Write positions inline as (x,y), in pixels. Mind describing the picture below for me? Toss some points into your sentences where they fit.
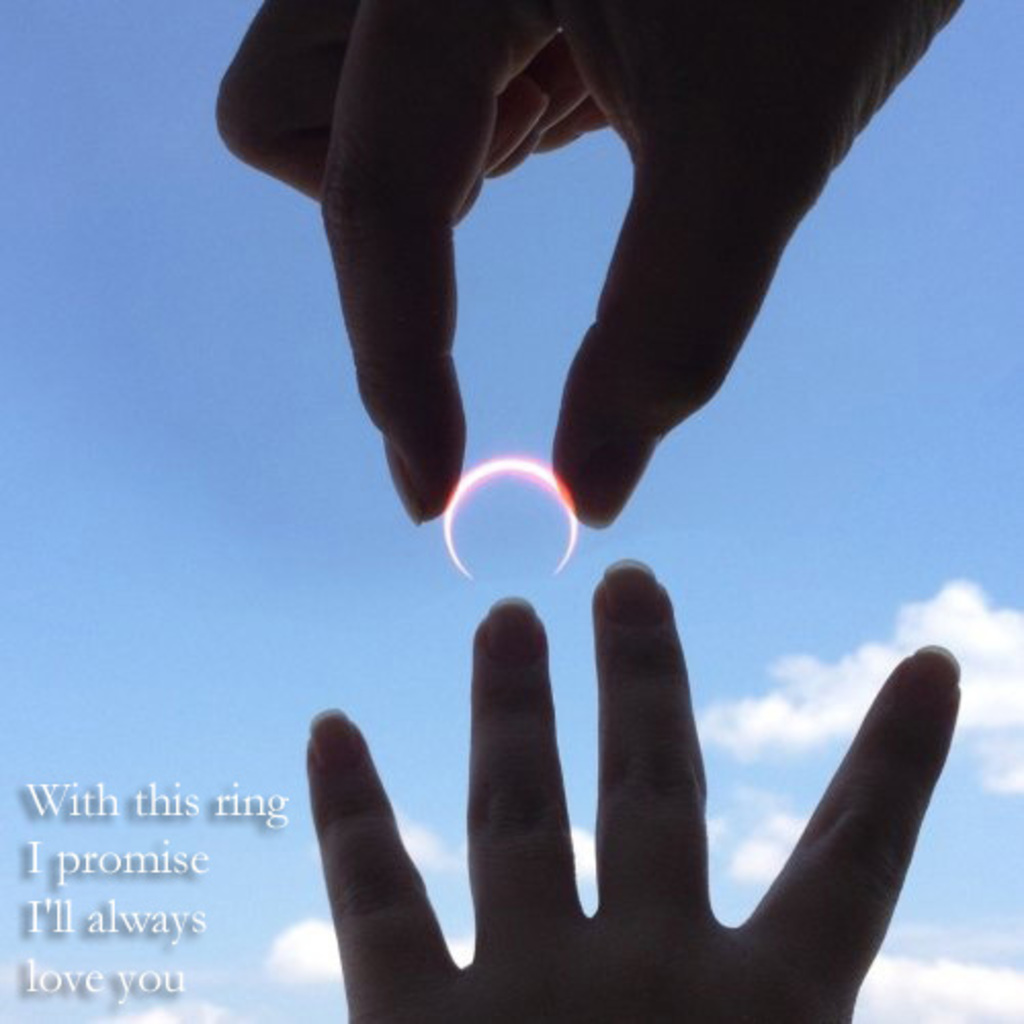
In this picture we can see a ring (502,465) in a person's hand (651,386). There is another hand (399,969). Sky (462,717) is blue in color and cloudy. There is a text (254,798) on the left side (233,786).
